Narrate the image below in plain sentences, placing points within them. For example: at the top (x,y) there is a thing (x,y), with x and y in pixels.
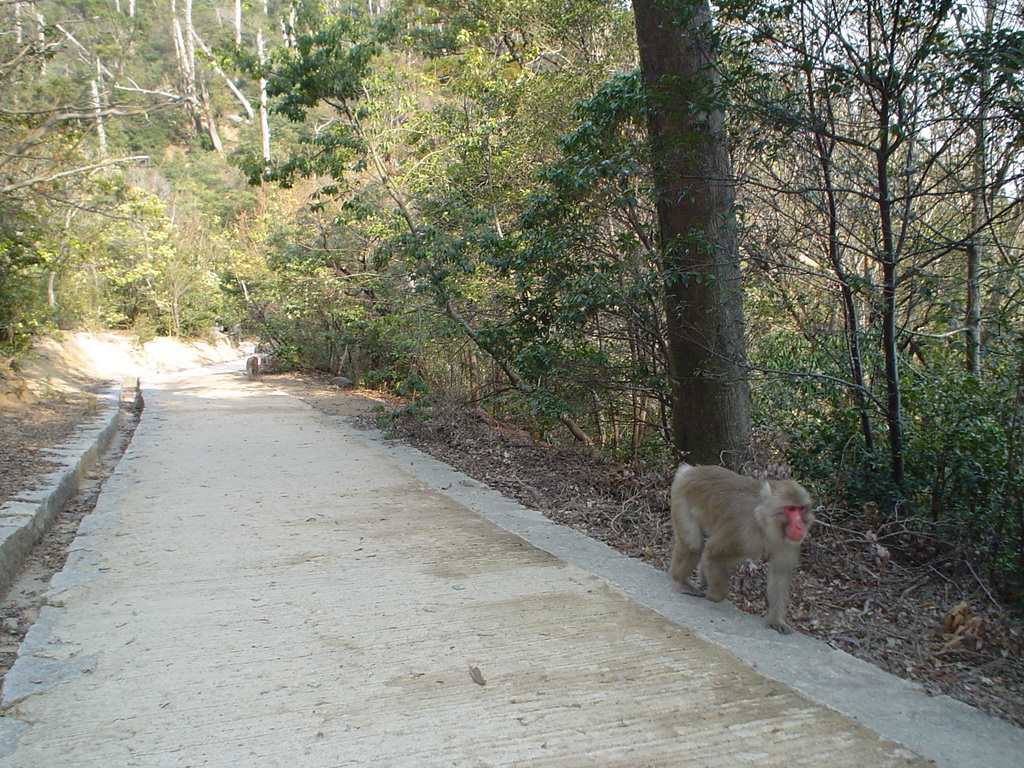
In this image, we can see a monkey (718,546) on the road (391,519) and in the background (251,145), there are trees (557,188).
